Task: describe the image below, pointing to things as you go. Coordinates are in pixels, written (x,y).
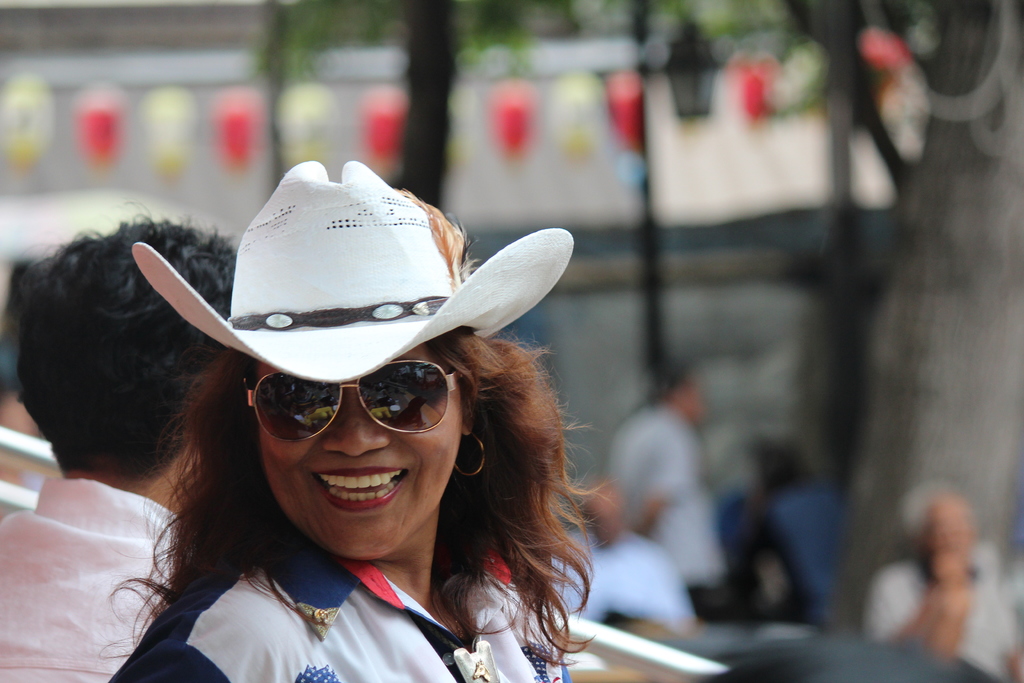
In this image there is women (338,600) she is wearing white hat (342,320) and smiling to a photograph behind her there is men (67,561) he is wearing white color shirt (92,579), in the right side (743,594) there few persons (910,597) sitting on chairs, in the background (739,294) is blurry.
